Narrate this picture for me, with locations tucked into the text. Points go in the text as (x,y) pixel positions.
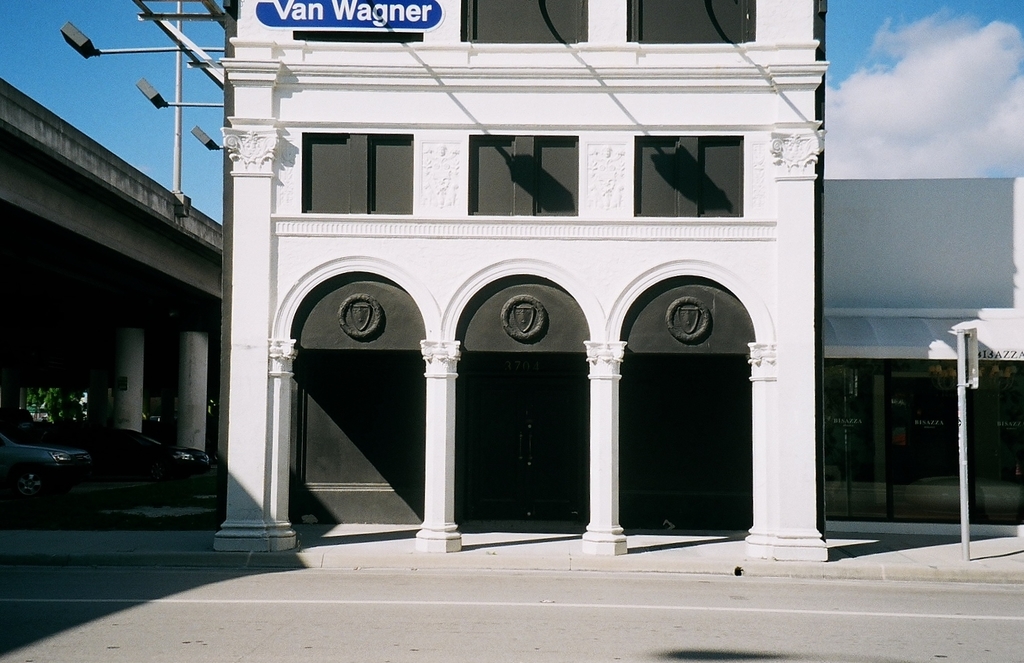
We can see building (610,197), pillars (203,358), board (965,349) on pole (967,543) and cars (60,445). In the background (77,99) we can see sky (201,121) with clouds (999,98).
